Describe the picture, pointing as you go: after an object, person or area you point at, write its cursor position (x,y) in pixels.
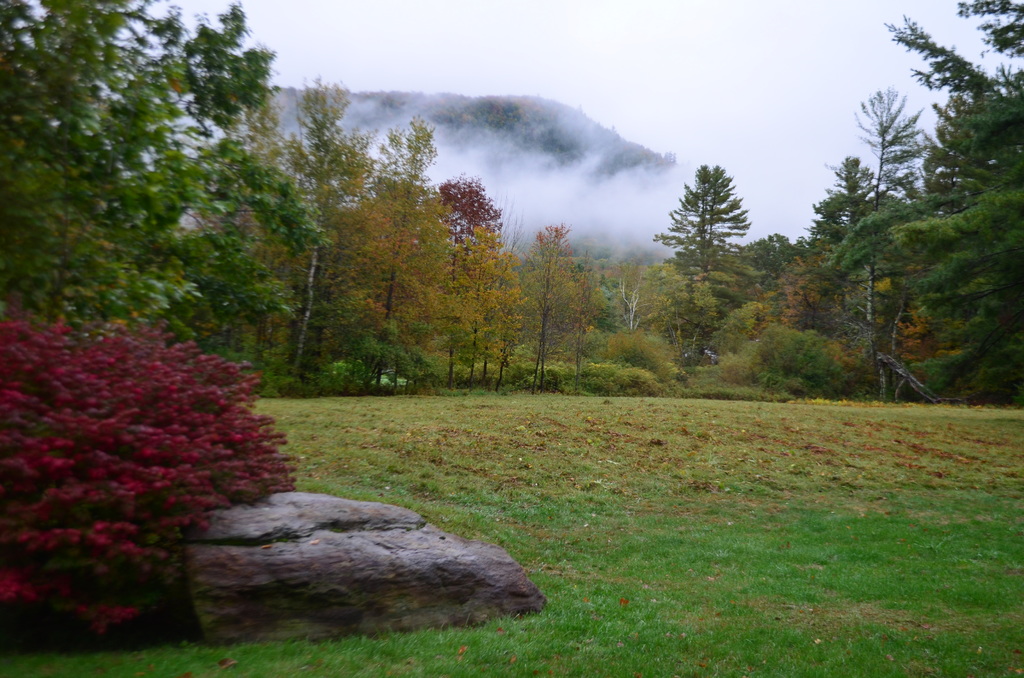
In this image we can see a tall trees (179,202) of green color and yellow color and a group of hills (522,122) with grassy land (810,526).
